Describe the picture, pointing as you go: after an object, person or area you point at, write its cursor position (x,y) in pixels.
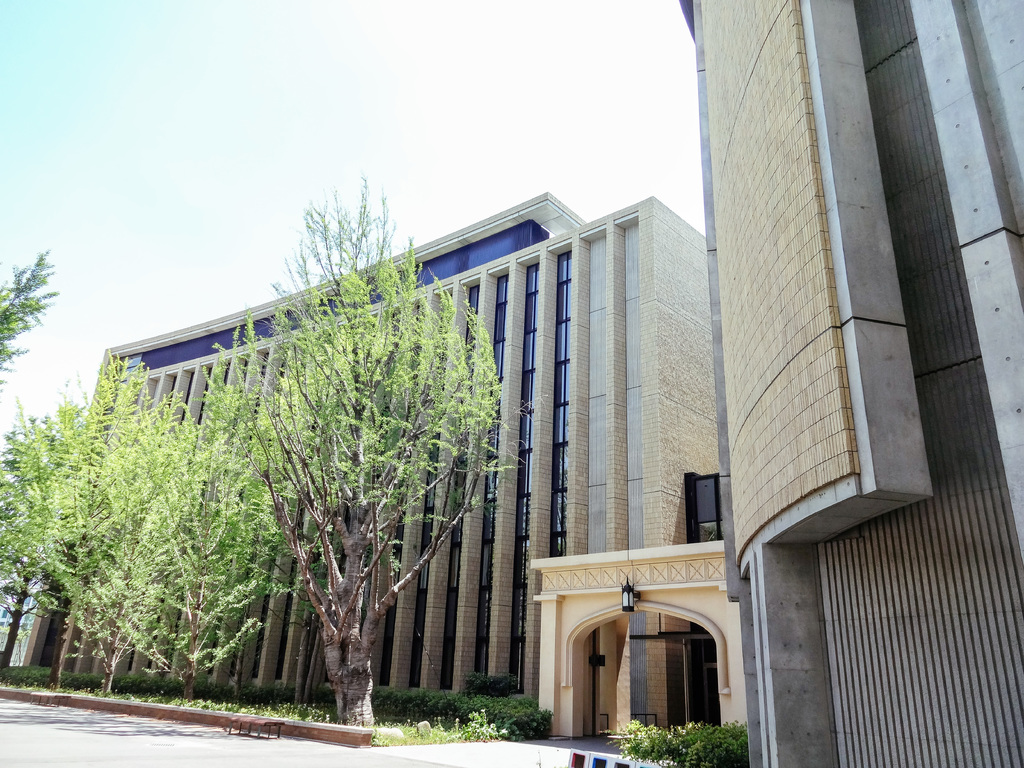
In the picture we can see some buildings (590,551) near to it, we can see some plants (485,705) on the path (417,759) and some trees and a gateway (715,618) to the building (715,689) and behind the building (215,362) we can see a sky (235,281).
